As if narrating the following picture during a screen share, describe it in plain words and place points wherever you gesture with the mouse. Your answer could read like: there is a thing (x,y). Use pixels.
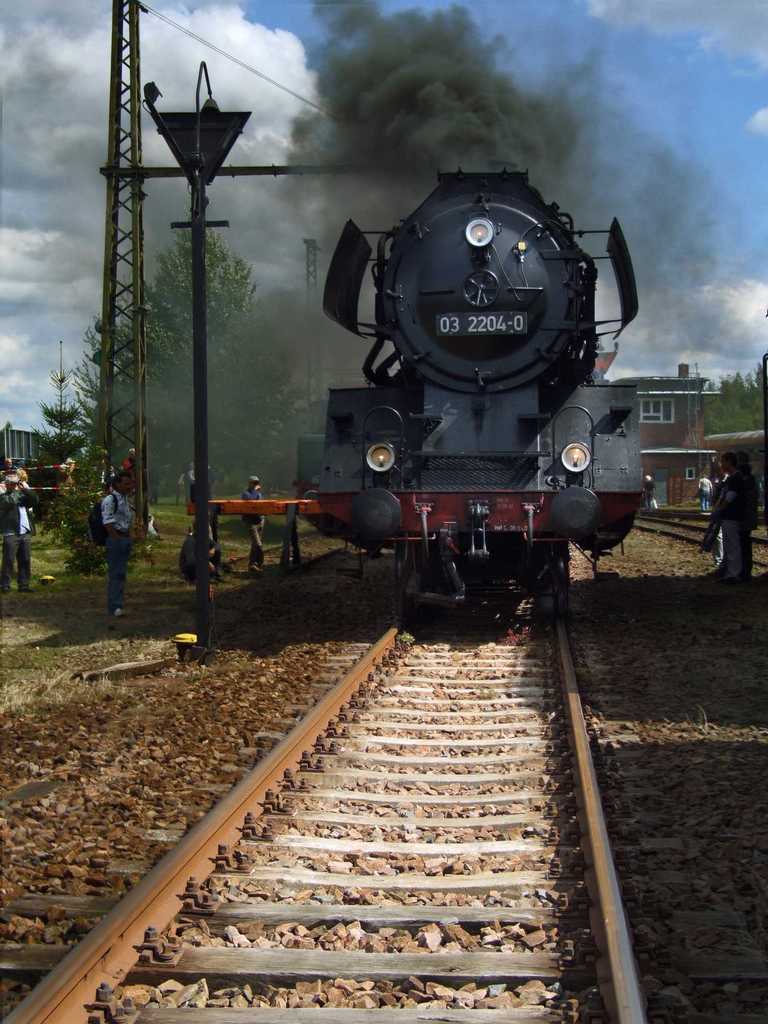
In the center of the image (377,450) we can see a train (467,567) on the track (362,666). There are poles (192,228). In the background (665,390) we can see a building (691,495) and there are trees (159,407). At the top (241,139) there is sky (192,61) and we can see wires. There are people (747,534).
